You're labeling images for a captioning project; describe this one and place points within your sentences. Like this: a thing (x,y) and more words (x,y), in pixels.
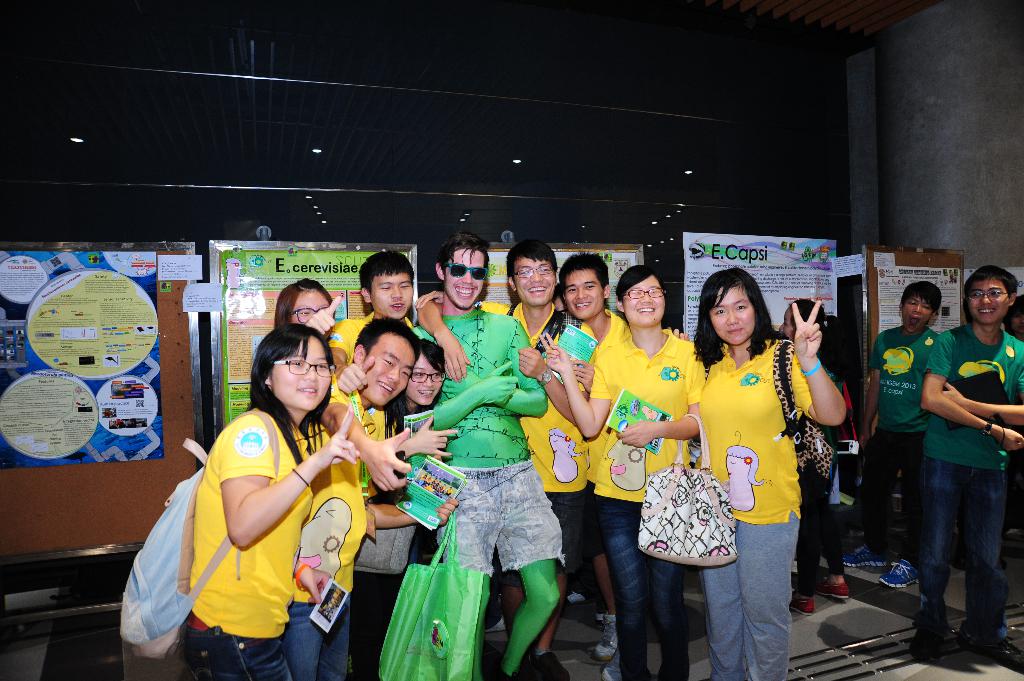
In this image I can see number of people (638,555) are standing and I can see few of them (347,460) are carrying bags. In the centre (496,317) I can see one man (458,505) is wearing a costume (540,413) and shades (459,274). In the background (10,395) I can see number of boards (8,317), number of lights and on these boards (887,304) I can see something is written.
